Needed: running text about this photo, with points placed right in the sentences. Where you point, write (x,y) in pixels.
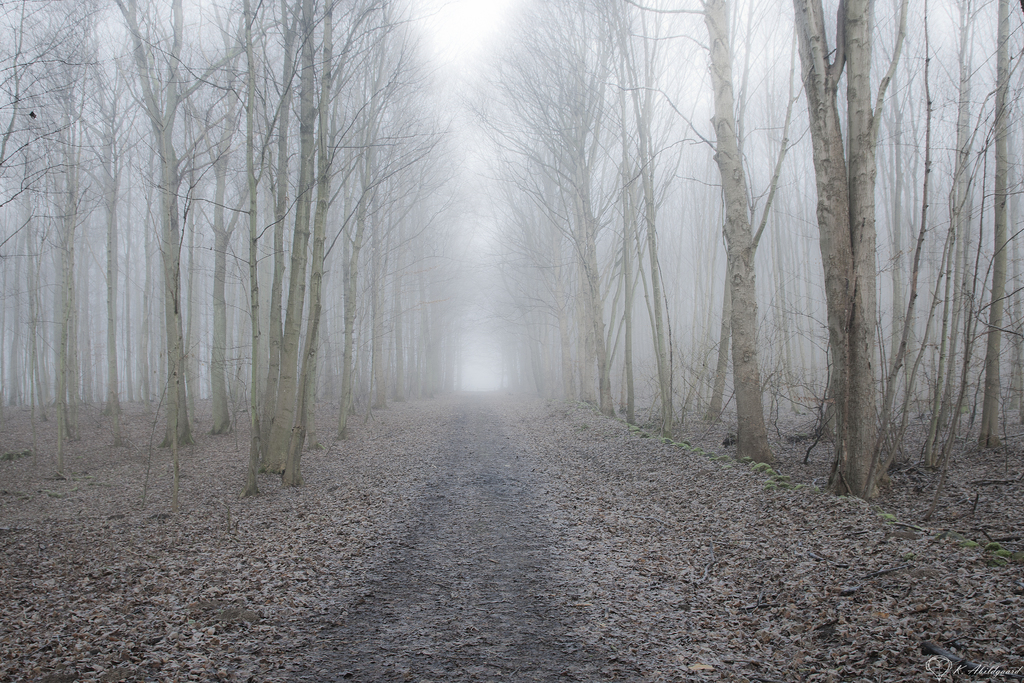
In this image we can see dried leaves (662,506) on the ground (489,496). There are bare trees (530,122). In the background (684,105) there is sky (502,150).
